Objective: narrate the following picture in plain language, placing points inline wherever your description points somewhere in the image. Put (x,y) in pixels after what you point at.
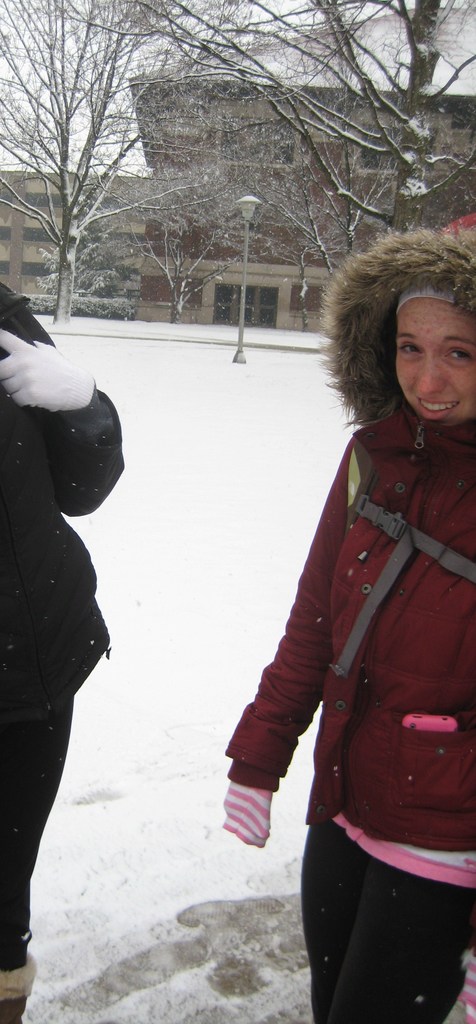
In this image we can see two persons (94,451) standing on the snow (145,788). One woman (424,694) is wearing a red coat (363,575) and a cap (462,271). In the background (54,240) we can see group of trees (104,67), buildings (163,235) and pole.
